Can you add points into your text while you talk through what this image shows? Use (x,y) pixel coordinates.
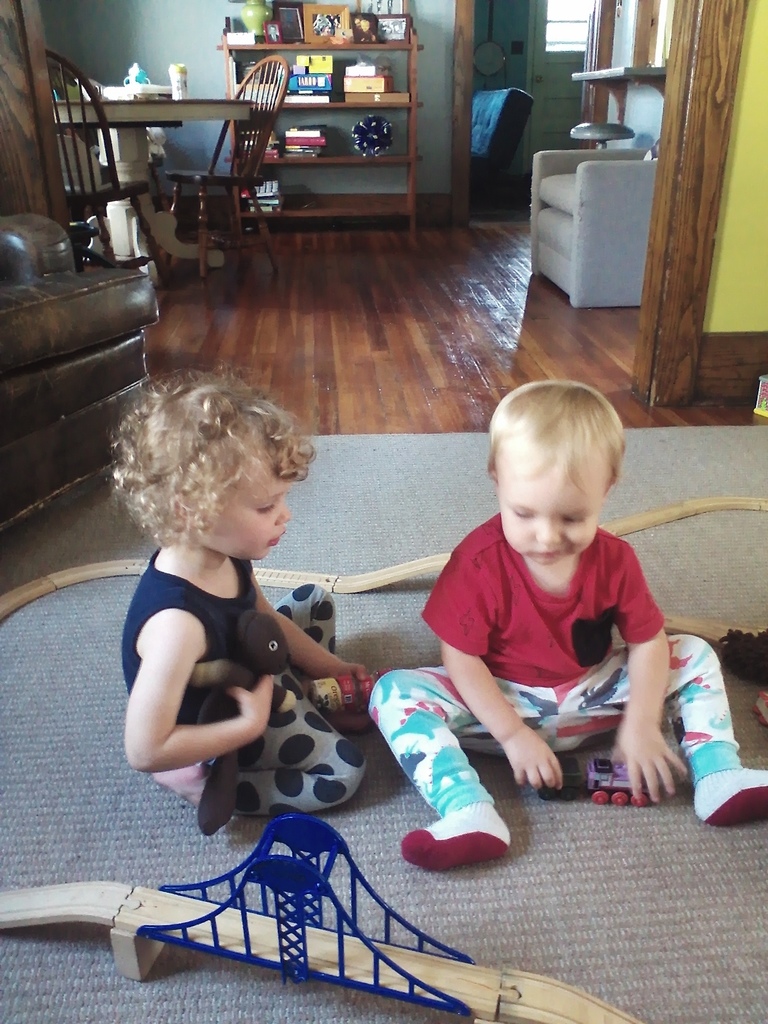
This is the picture of a place where we have sitting in front of something, behind there is a table (235,110) on which there are some things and some chairs (267,60) around and some shelves (349,60) in which some things (378,15) are placed and a sofa (609,163).
